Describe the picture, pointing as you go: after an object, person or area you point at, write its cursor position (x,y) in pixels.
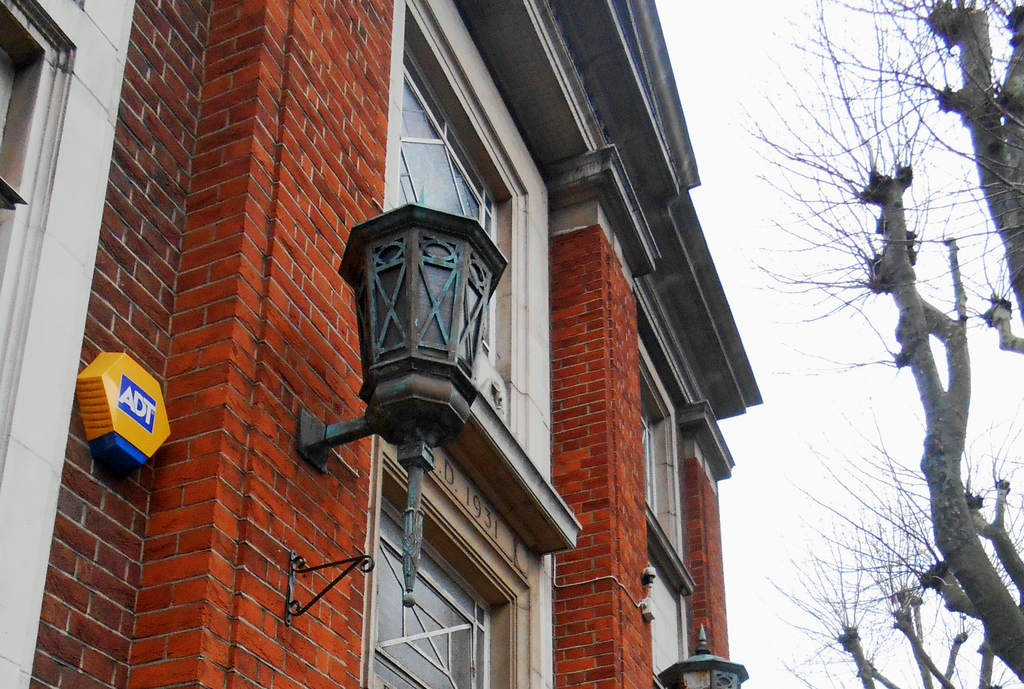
In this picture we can observe a red color building (274,366). There is a light (446,359) fixed to the wall (331,391) of this building (307,470). We can observe windows (429,162). On the right side (1023,175) there are some dried trees (1023,167). In the background (795,191) there is a sky (705,74).
